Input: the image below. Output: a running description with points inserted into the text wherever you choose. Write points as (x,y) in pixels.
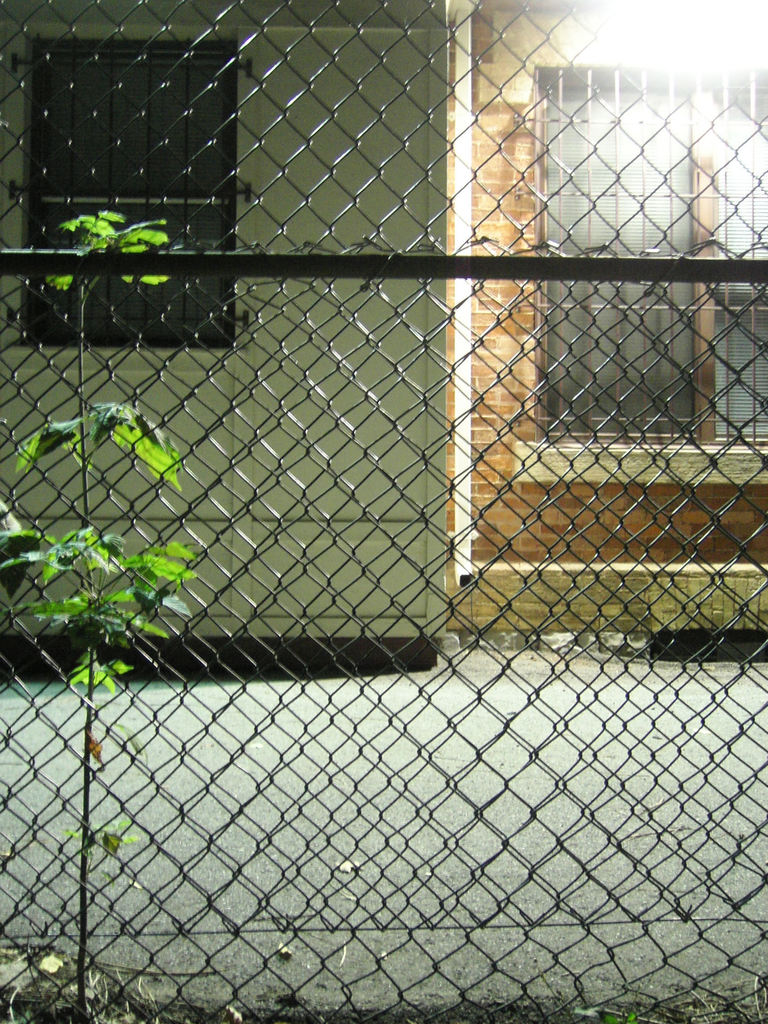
In this image, we can see a net fence (153,712). In the background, we can see a plant (80,356). In the background (166,185), we can see a metal rod (715,270), building (423,143), window (676,203) and a wall (300,391). At the bottom (394,811), we can see a road (521,764).
